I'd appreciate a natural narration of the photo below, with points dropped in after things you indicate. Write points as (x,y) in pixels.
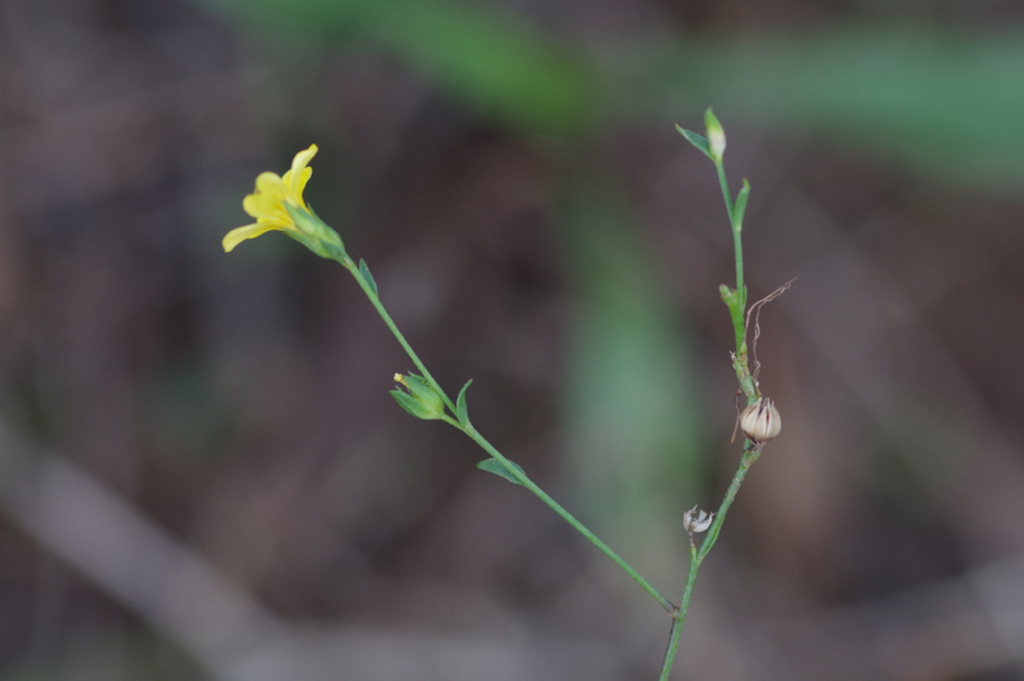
It is a flower (292,225) which is in yellow color.
